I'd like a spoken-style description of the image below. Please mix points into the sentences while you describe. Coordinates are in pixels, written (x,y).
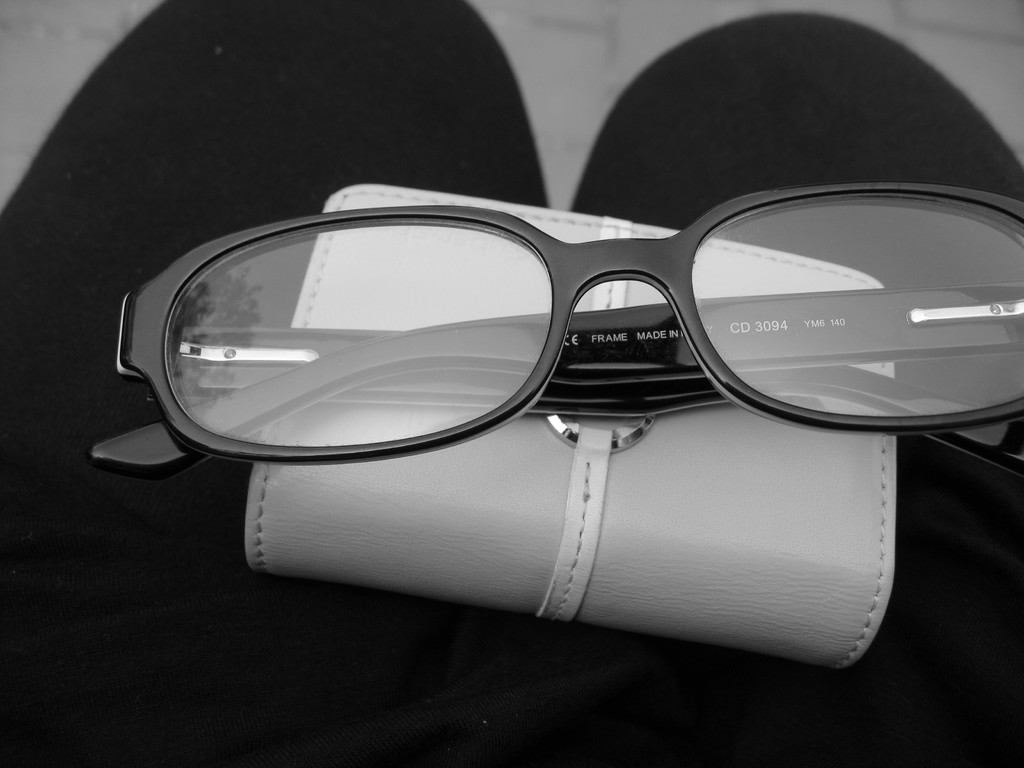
This is a black and white image. In this image, I can see a person's legs (346,121). On the legs (258,112) goggles (622,320) and a wallet (525,474) are placed.
